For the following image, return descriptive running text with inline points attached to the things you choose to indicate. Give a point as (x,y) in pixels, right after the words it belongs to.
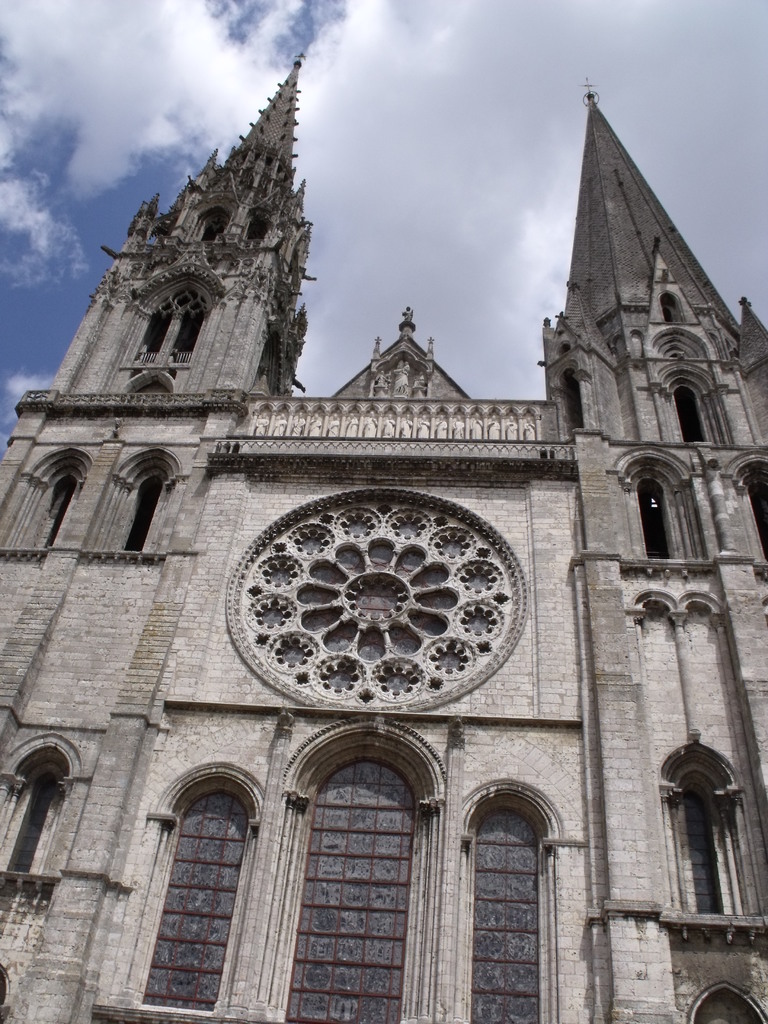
In this image I can see a building (525,698), windows (693,436), clouds (731,67) and the sky (155,169).
